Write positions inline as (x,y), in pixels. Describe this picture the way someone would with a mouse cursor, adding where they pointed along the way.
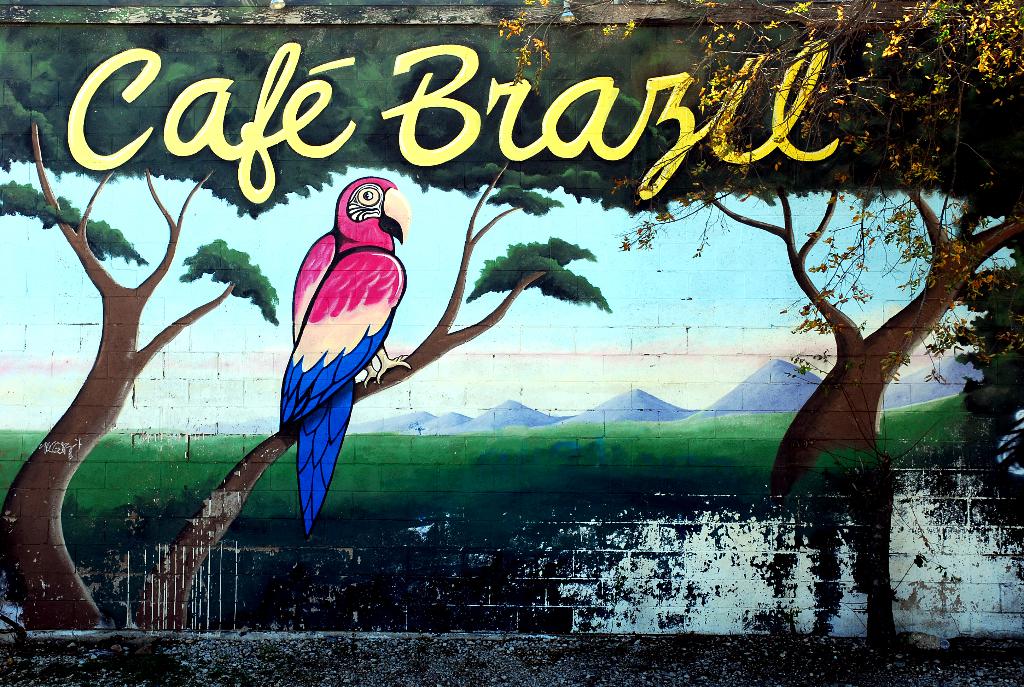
In this image, we can see a wall (519,580) contains depiction of a parrot (375,275) and trees (801,467). There is a branch (952,7) in the top right of the image (732,95). There is a text (170,122) at the top of the image (517,90).
